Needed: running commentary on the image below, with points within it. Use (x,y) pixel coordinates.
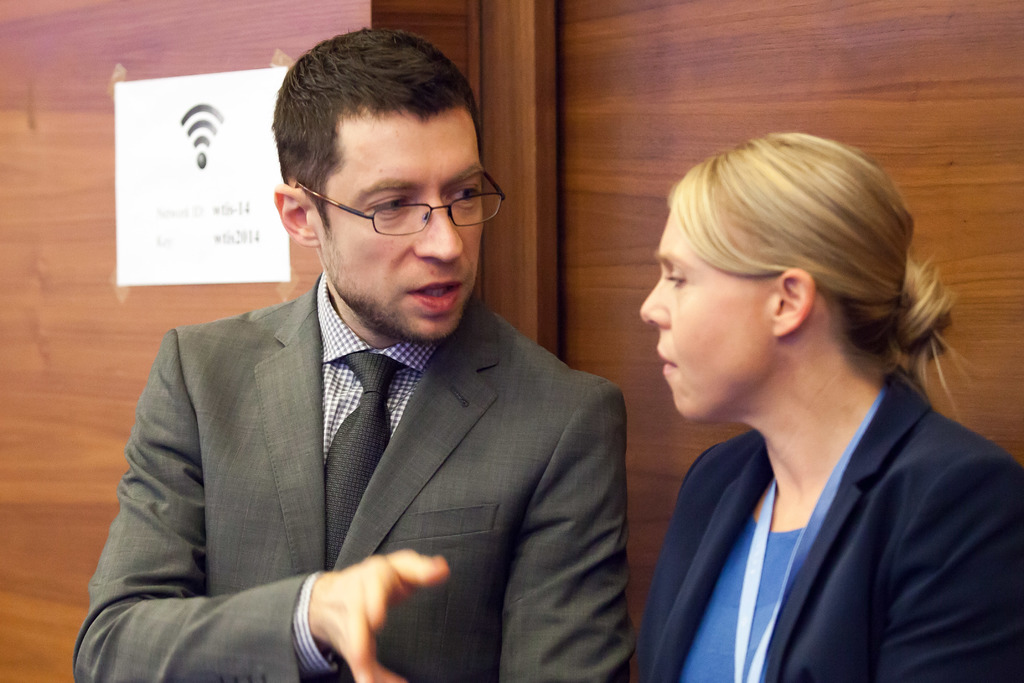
In this image I can see two people (487,396) standing and wearing different color. Back I can see a brown wall (248,43) and white color paper (197,166) on it.
